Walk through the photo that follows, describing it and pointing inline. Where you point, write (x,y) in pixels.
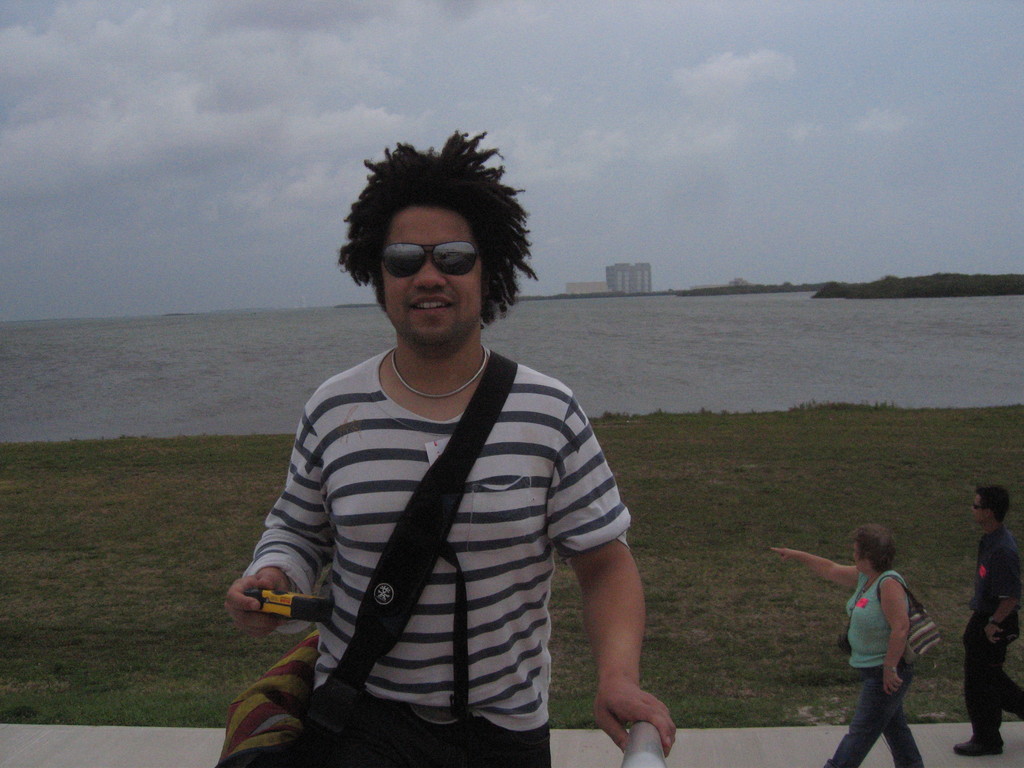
In the image there is a curly haired man (428,243) in white and black striped t-shirt (398,504) holding bag (368,724), behind there is a woman (880,608) and man (976,753) standing on the path (60,734) with grassland (746,682) beside it and followed by a sea (711,363), over the background (633,271) there is a building (651,274) and above its sky (199,107) with clouds (200,122).
